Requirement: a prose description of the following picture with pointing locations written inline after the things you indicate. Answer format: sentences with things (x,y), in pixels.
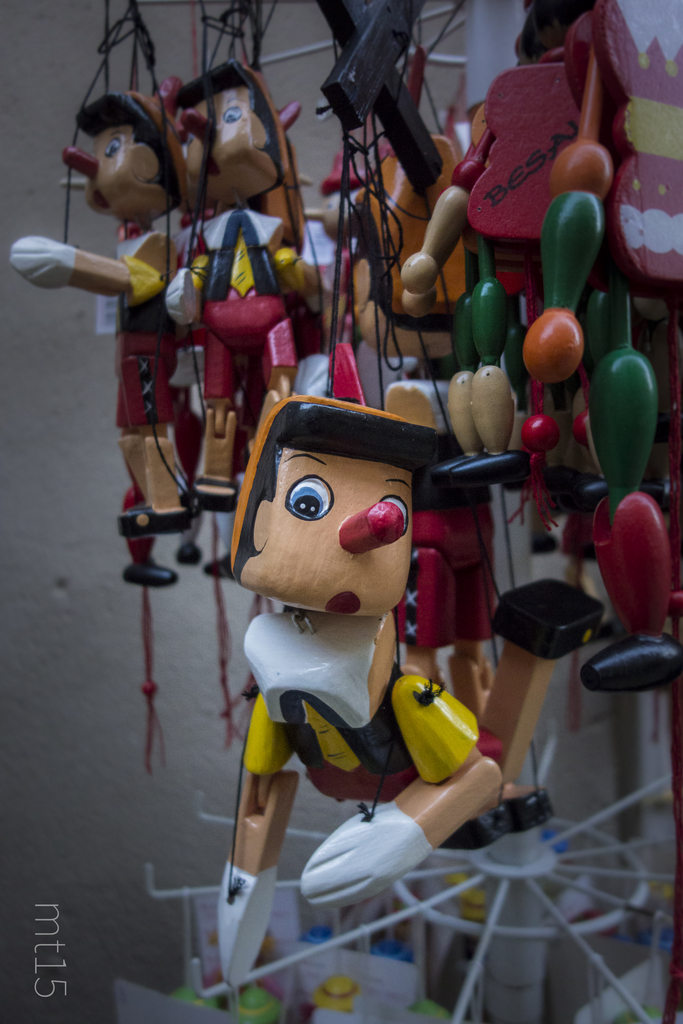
In this image I can see few puppets (456,172) and black colour ropes (151,68). I can also see watermark (38,959) over here and few colourful things (591,416) in background (570,200).
